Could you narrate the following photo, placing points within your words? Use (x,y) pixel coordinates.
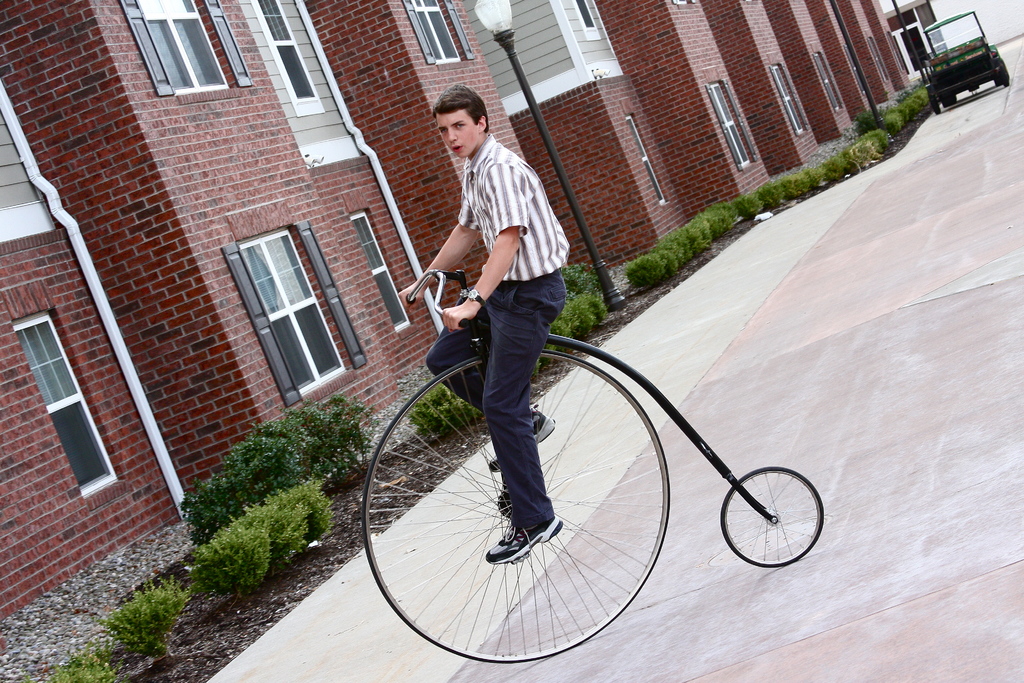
A man (512,438) is riding vehicle (628,392) which looks like a bicycle (487,418). In the background (377,227) there are buildings (151,191), windows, plants (902,98), poles (531,101), light (497,9) and vehicle (952,83).
